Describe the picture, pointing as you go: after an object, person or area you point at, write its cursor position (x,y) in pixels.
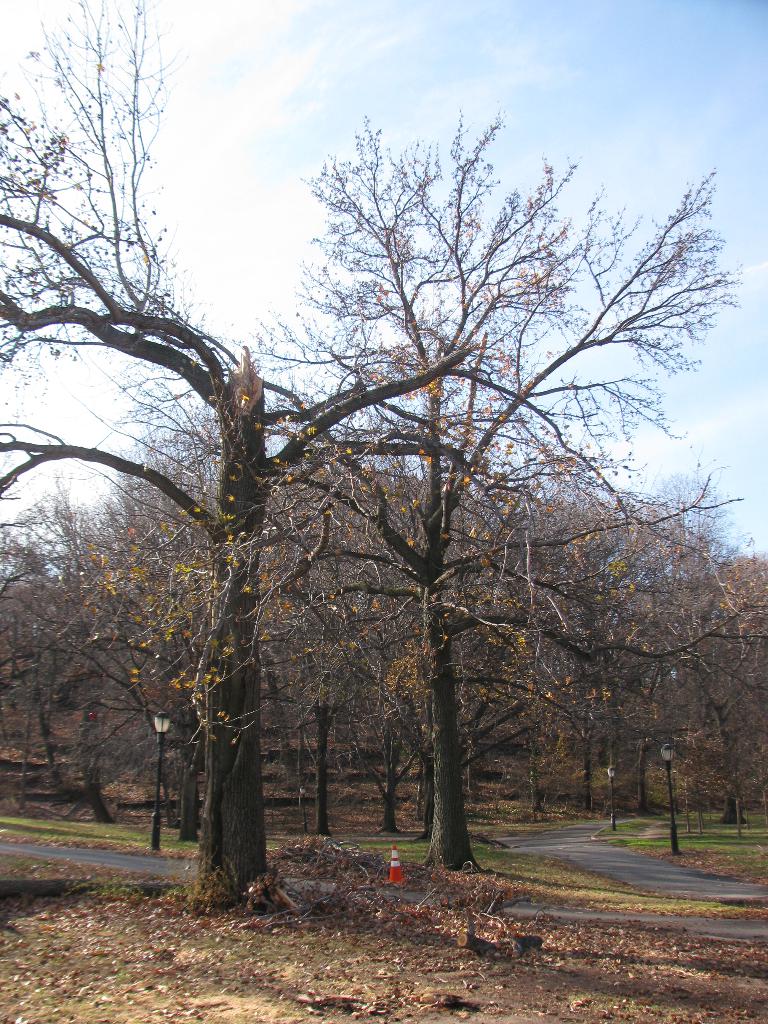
In this picture we can see leaves (550,812), grass (488,830), road (602,868), traffic cone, lights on poles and trees (349,556). In the background of the image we can see sky (114,374) with clouds (263,177).
